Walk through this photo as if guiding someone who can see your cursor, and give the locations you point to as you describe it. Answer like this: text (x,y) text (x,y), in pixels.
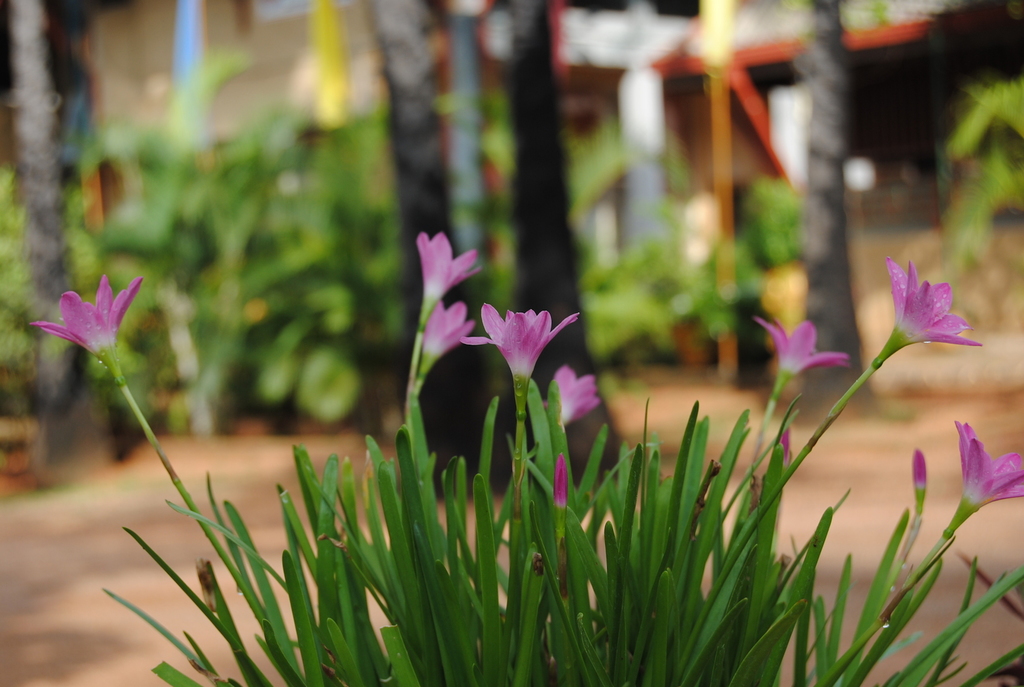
In this image there are plants (563,500), for that plants (786,385) there are flowers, in the background (669,225) there are trees (836,180) and it is blurred.
